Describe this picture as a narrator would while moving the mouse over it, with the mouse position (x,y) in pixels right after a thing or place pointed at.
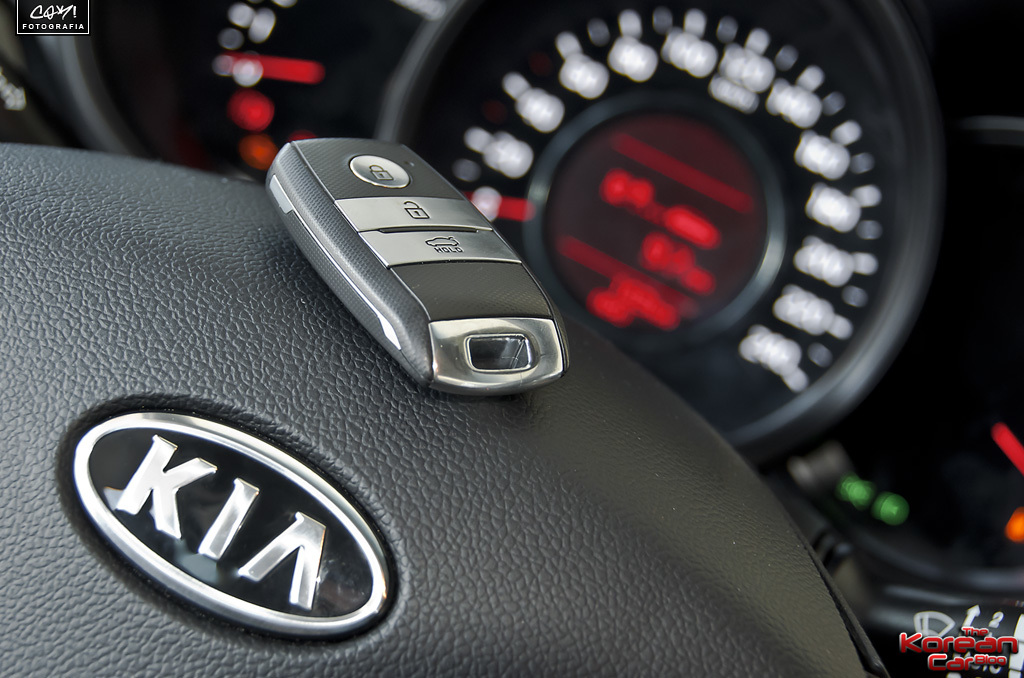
In this image I can see the inner part of the vehicle (549,206) and I can see the remote-key (498,341) on the steering (598,506).
